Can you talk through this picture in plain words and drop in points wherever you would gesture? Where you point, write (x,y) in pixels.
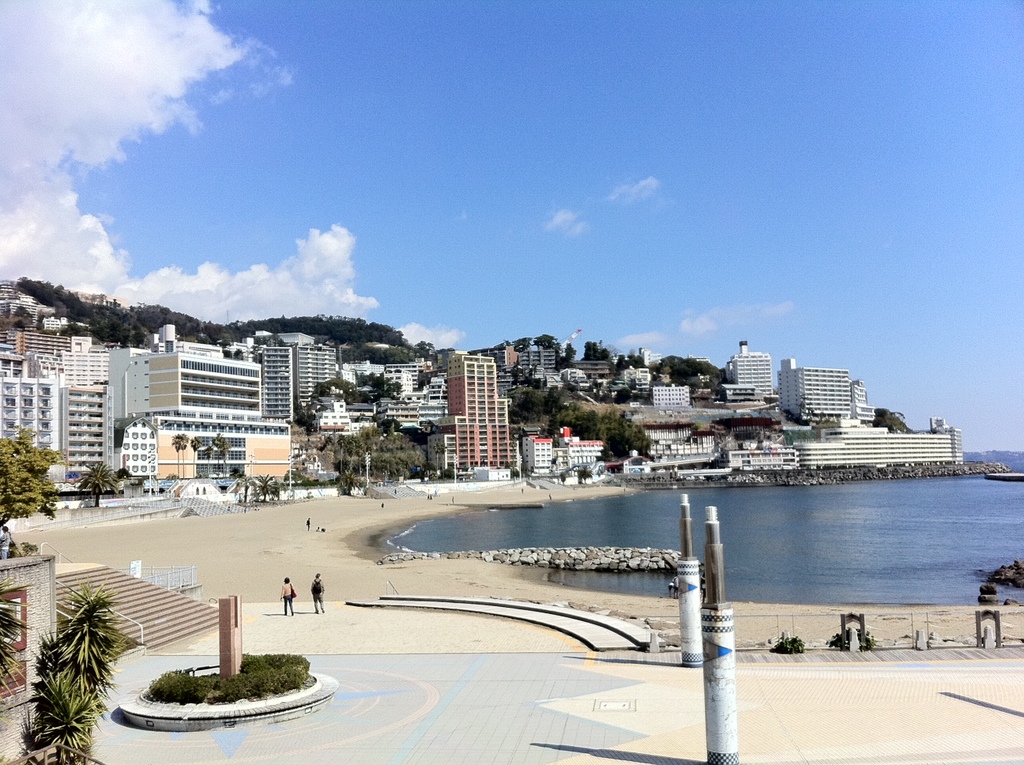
In this image we can see water (768,488) on the right side (900,486). Also we can see buildings (258,404) and trees (40,463). And there are few people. Also there are poles (684,658). In the background (430,211) there is sky (430,211) with clouds (561,216).
